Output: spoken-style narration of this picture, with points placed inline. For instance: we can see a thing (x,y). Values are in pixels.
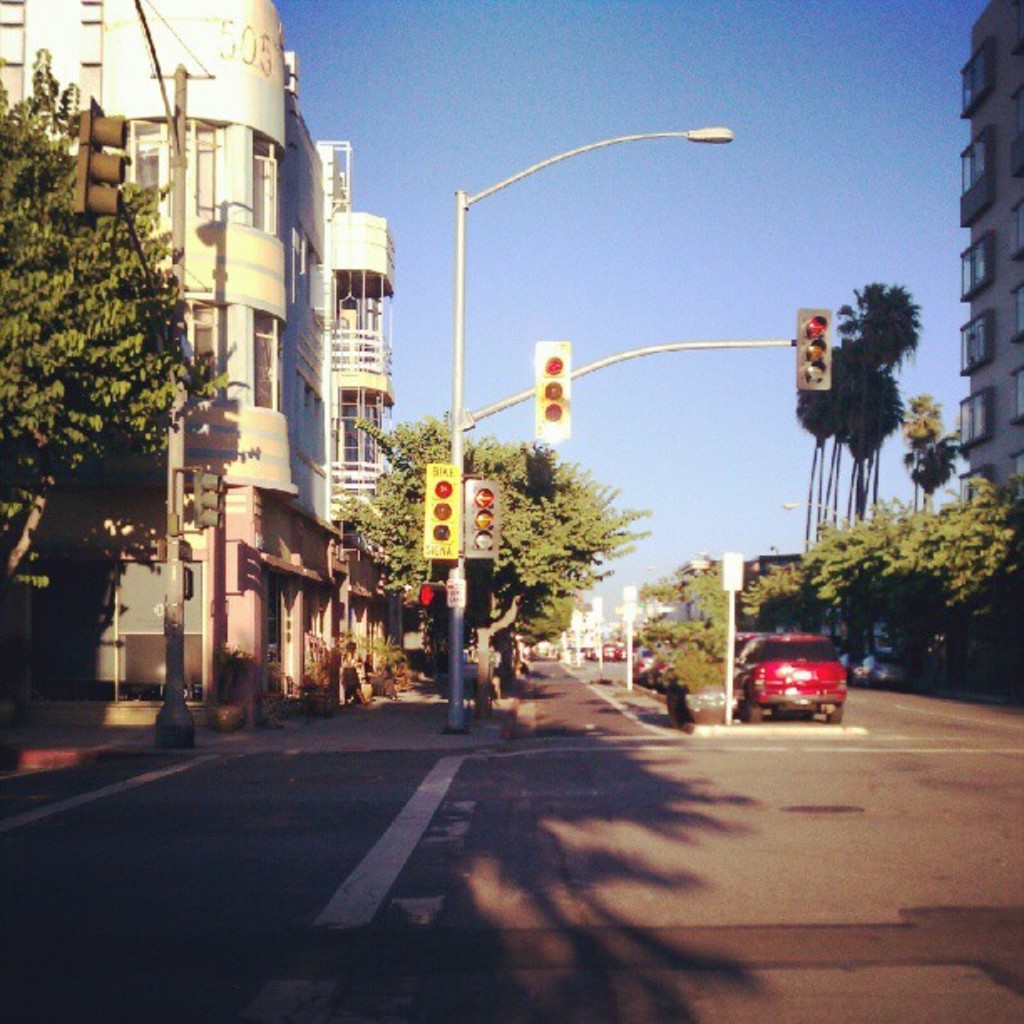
In this image I can see vehicles (759,715) on the road (690,776). Here I can see buildings (1011,320), trees (411,490), street light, pole lights (429,539) and other objects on the ground (678,898). In the background (582,303) I can see the sky (626,296).
